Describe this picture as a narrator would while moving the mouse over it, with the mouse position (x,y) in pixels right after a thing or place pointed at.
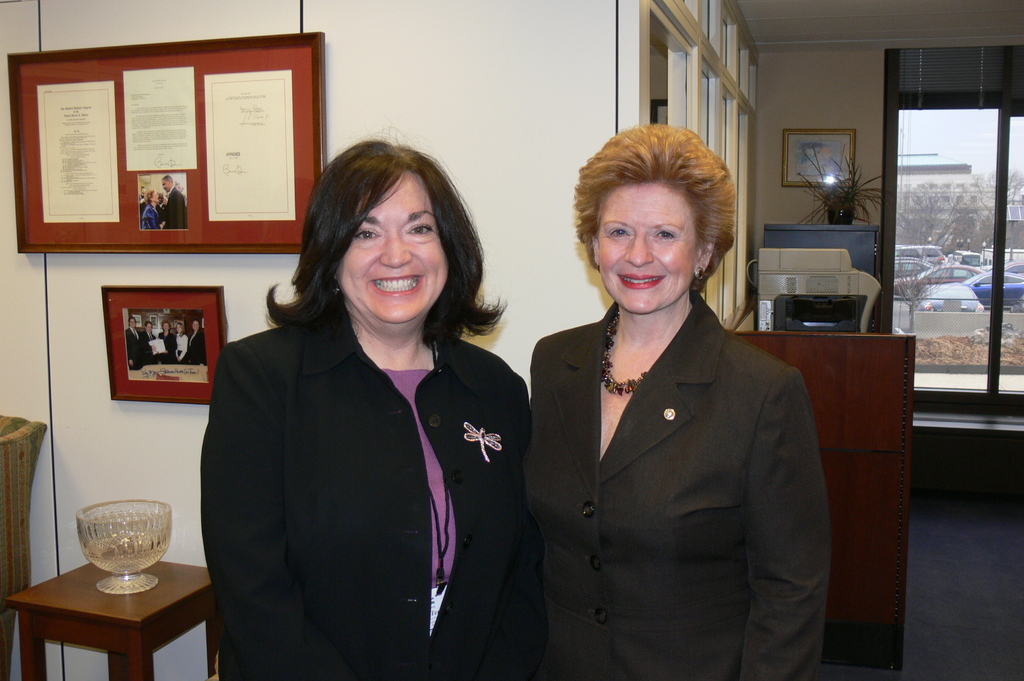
In this image I can see two women (469,451) are standing and smiling. These women (459,427) are wearing black color clothes (466,458). In the background (567,160) I can see a wall (506,126) which has photos (310,163) attached to it. I can also see a wooden stool (117,612) which has some glass object (115,553) on it. Here I can see glass door (929,280) and some other objects (862,399) on the floor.
